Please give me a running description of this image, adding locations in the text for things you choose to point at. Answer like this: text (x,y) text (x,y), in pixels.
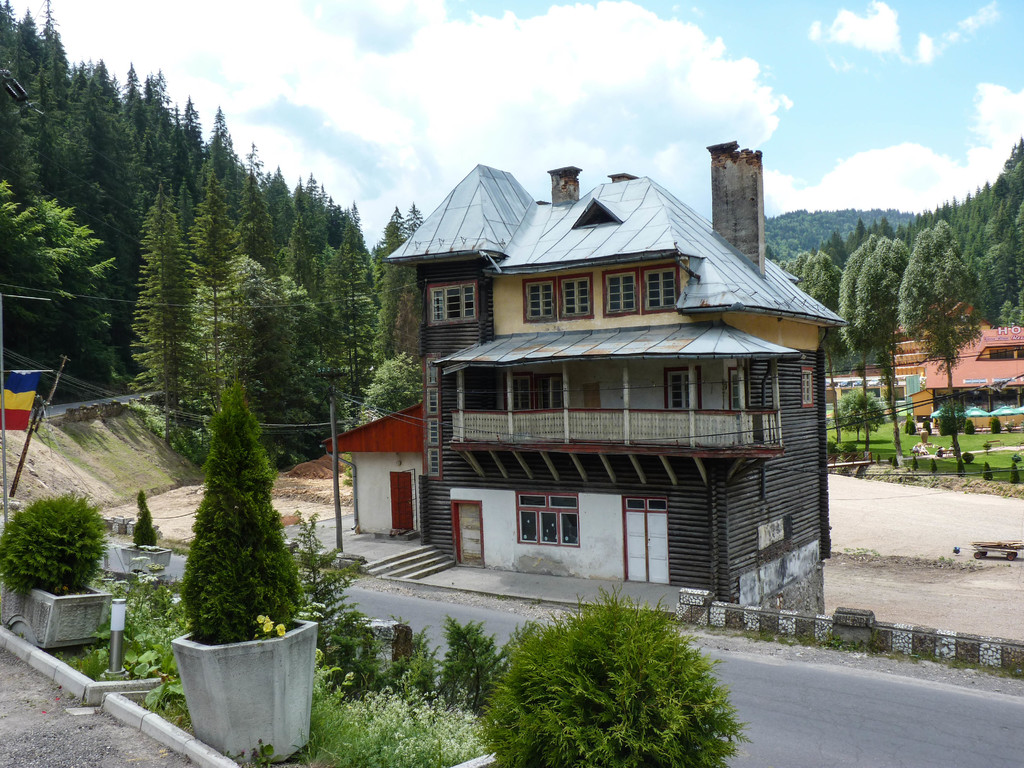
In this image, we can see buildings (523,199), trees (999,297), poles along with wires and there is a flag (27,410) and some plants (562,722) and pots (223,675) and bushes (537,646). At the bottom (807,699), there is a ground (877,578) and a road (812,711). At the top (406,88), there are clouds (541,81) in the sky (495,79).
